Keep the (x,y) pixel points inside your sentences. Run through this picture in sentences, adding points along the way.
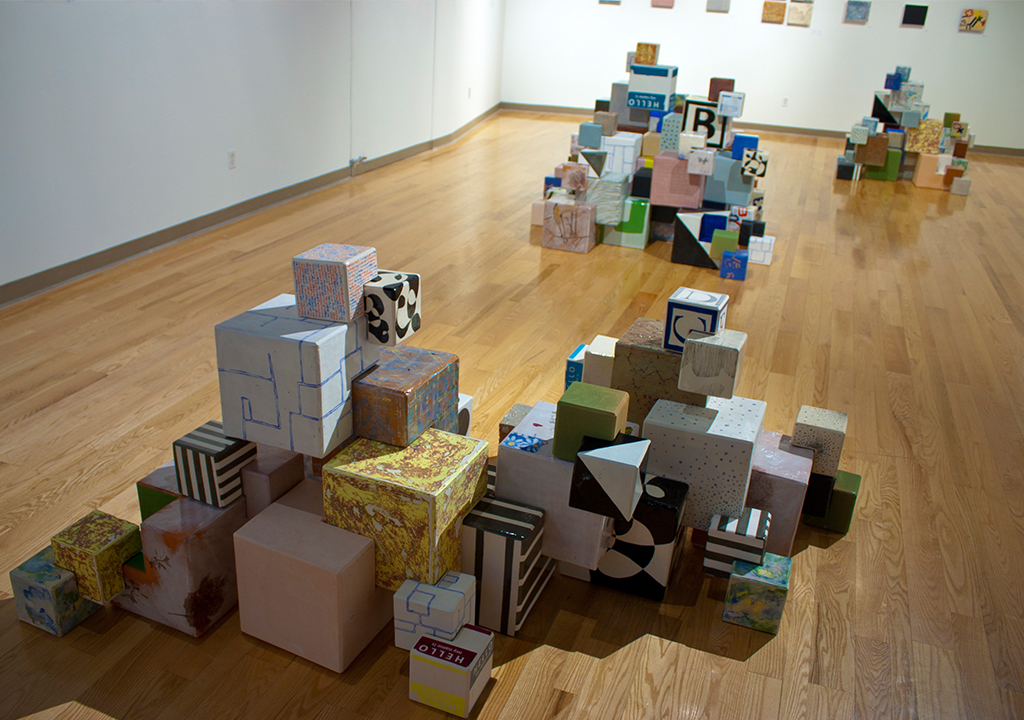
This picture is clicked inside the room (872,552) and we can see there are some objects (415,288) seems to be the building blocks (858,132) which are placed on the ground (948,315). In the background (224,96) we can see the wall (431,47) and there are some items (854,21) hanging on the wall (819,36).
